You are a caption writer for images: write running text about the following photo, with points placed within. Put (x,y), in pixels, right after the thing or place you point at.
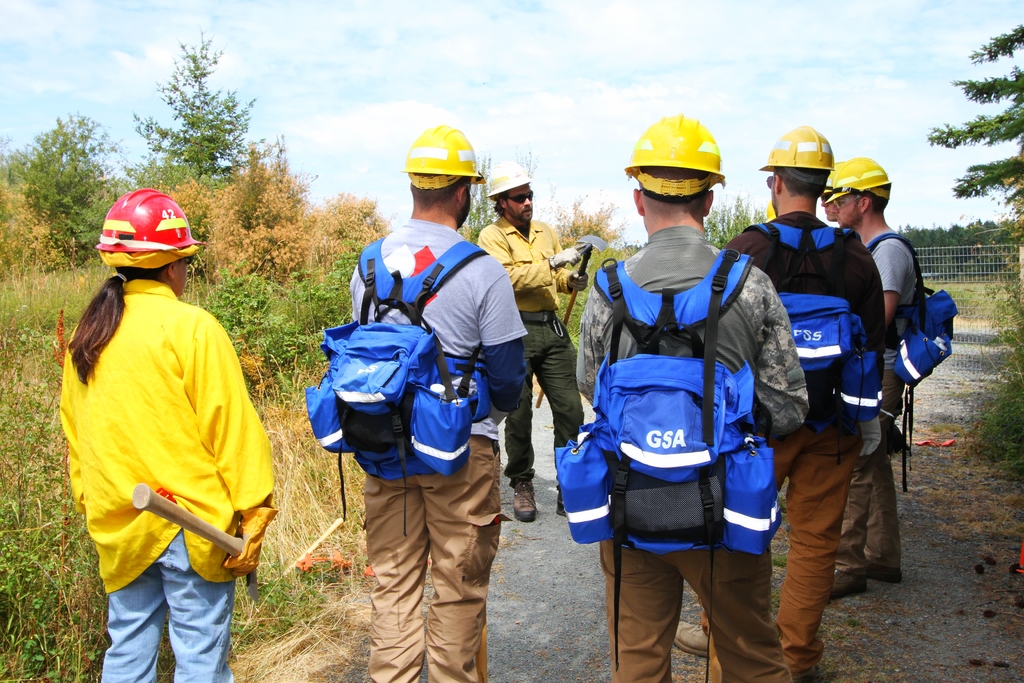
In the picture we can see some people (802,596) are standing on the road (942,610), wearing the bags (915,371) and helmets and beside them, we can see the grass plants (46,474) and in the background (639,130) we can see the sky (472,123) with clouds (1018,0).
